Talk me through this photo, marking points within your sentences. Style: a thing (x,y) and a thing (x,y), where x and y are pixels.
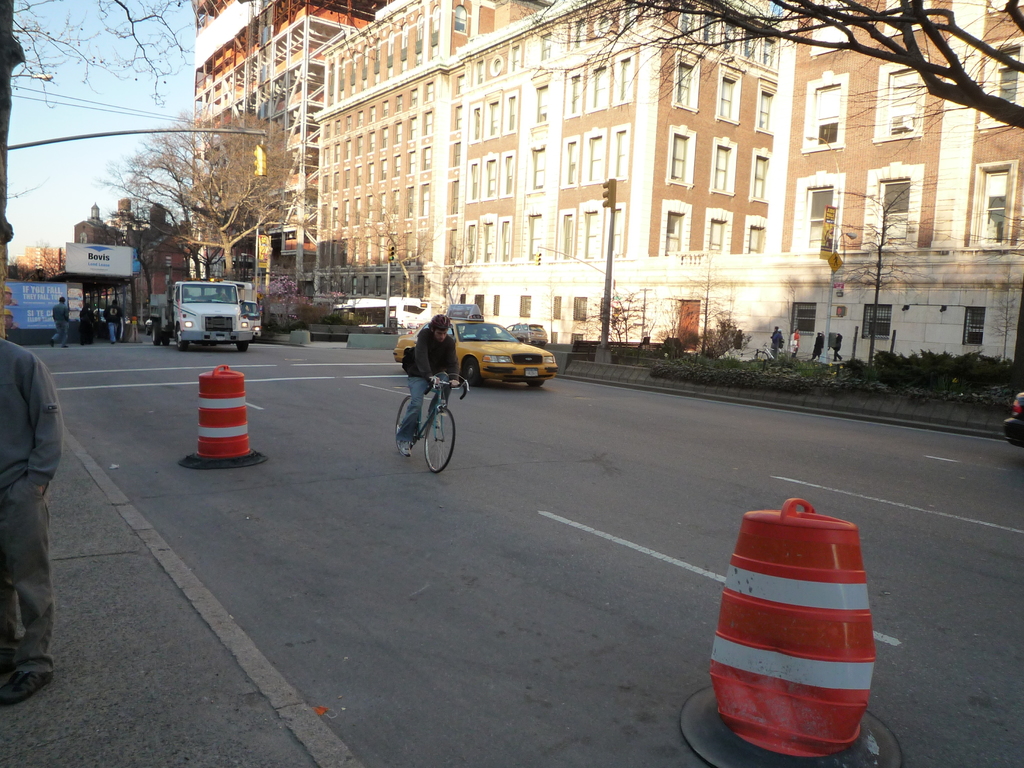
Here is a person (433,372) riding bicycle (426,426). I can see a truck (207,316), car (464,321) and few vehicles (245,315) on the road (528,413). These are the traffic lights (610,188) attached to the poles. I can see few people (65,346) standing. These are the buildings (684,134) with windows (730,181) and doors (695,314). I can see the trees (195,179). I think this is a name board (83,264). These are the road barrels (227,420).
